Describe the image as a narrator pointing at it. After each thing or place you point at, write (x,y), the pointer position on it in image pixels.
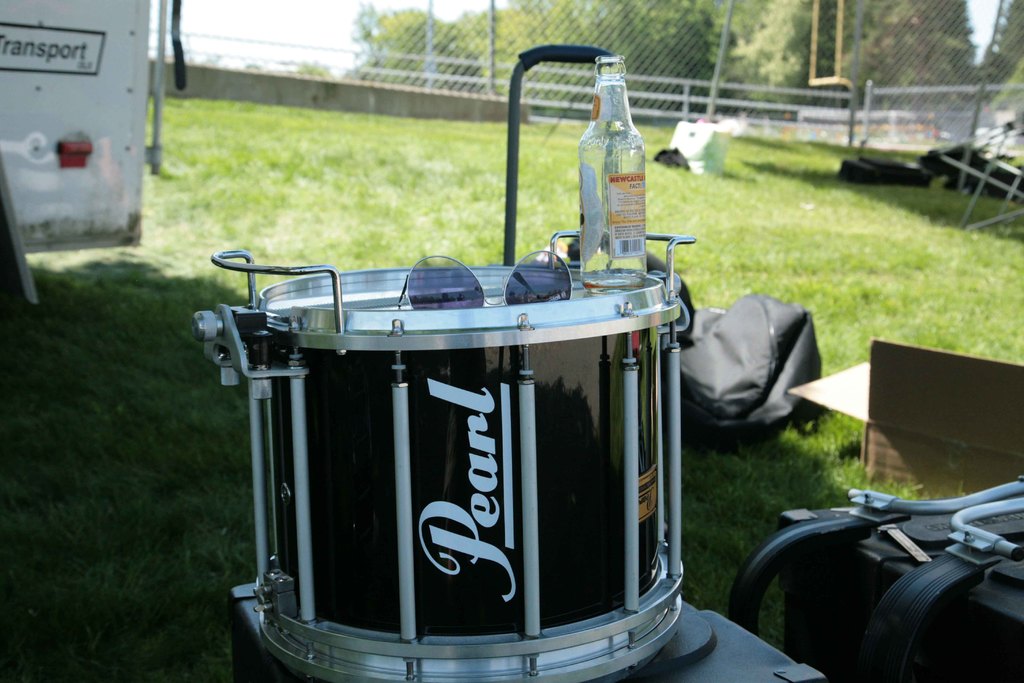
In this image in the foreground (323,338) there is a drum (383,305), on the drum (486,276) there are goggles (558,274) and bottle (601,118) and on the right side of the image (878,412) there are cardboard box (894,380), bean bag (767,370) and some object (914,537). And on the left side (74,117) there are doors (60,105), and in the background (940,122) there is a net (741,90), railing (778,90), trees (908,56), poles (1000,184) and there is grass (237,216).
